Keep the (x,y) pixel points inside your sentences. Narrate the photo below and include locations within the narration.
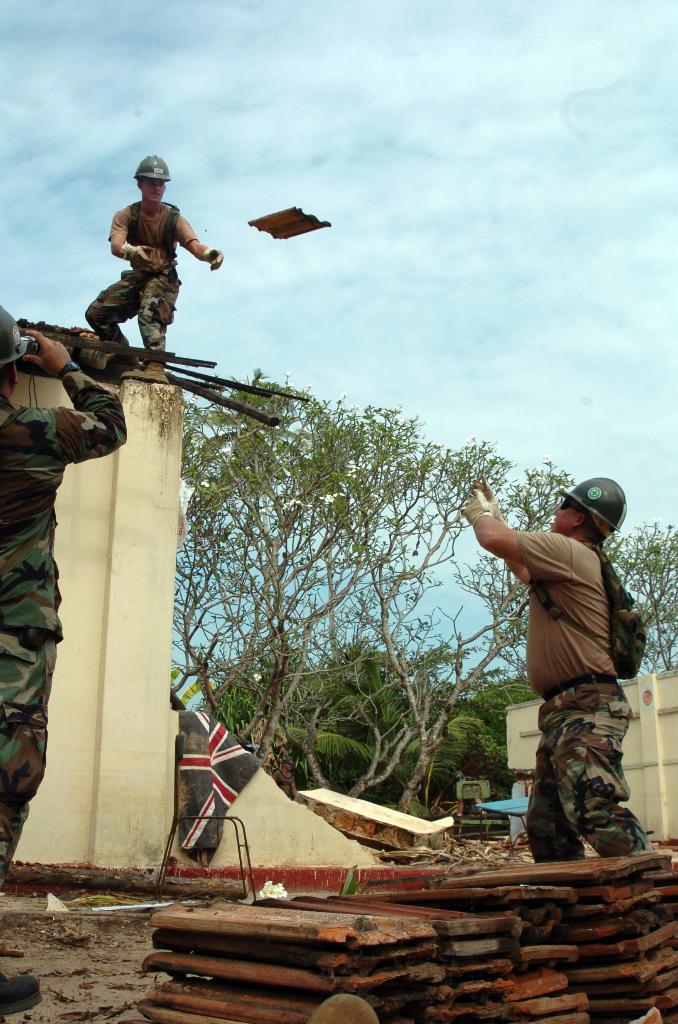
In this image there is one person (590,775) standing at right side of this image (547,680) and there are some persons (9,442) at left side of this image (5,331) and there are some trees (300,650) in the background (315,642) and there is a sky (349,267) at top of this image (298,153) and there are some objects (221,992) are kept at bottom of this image (315,936).
